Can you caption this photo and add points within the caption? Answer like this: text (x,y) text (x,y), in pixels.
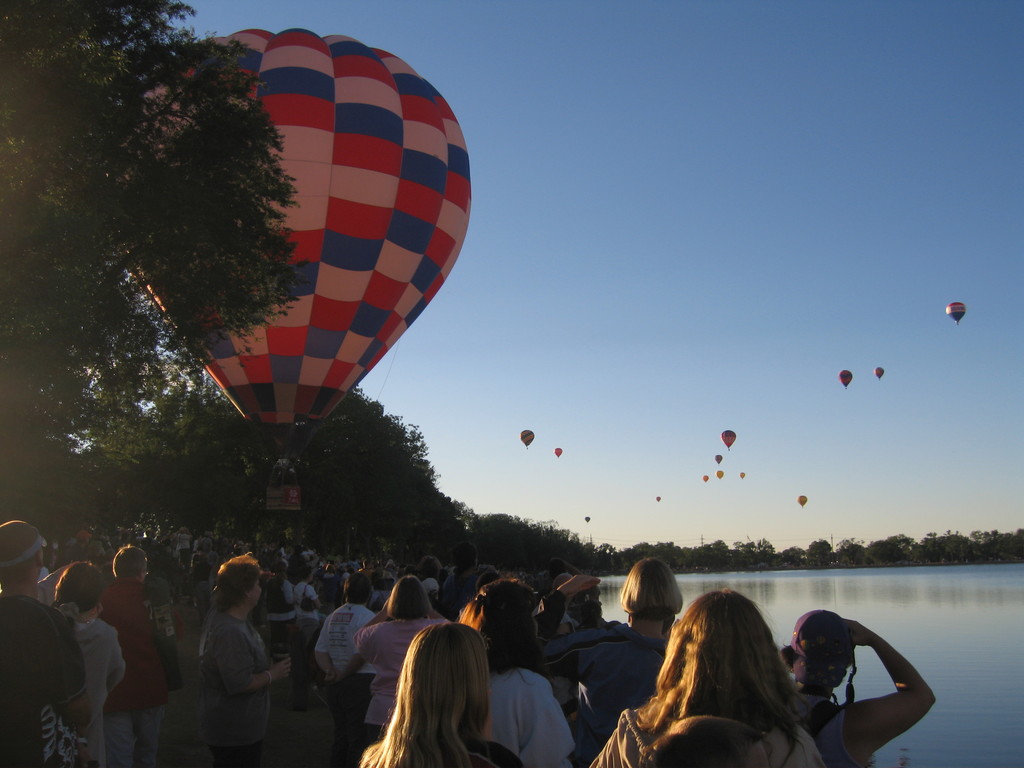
People (379,599) are standing. There is water (911,650) on the right (949,670) and trees (322,526) at the back (125,514). There are air balloons (293,324) in the sky (677,465).
